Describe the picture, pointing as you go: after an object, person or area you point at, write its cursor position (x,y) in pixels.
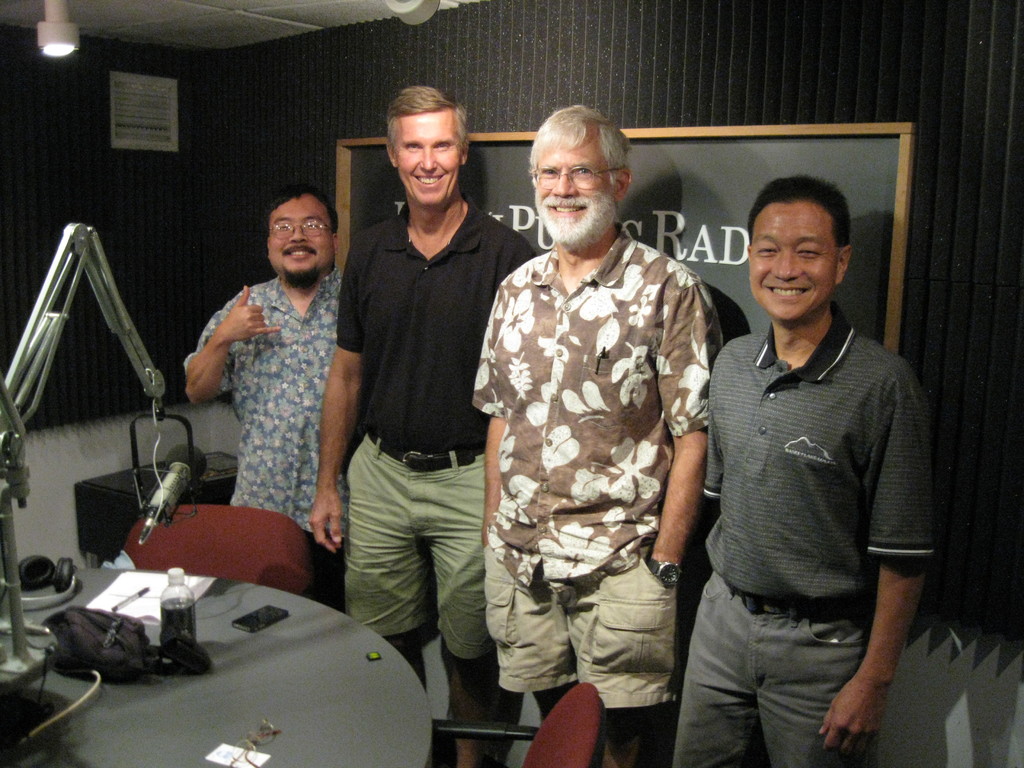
There are four persons (457,373) standing in front of a mic (167,488) which is placed on the table (228,671).
